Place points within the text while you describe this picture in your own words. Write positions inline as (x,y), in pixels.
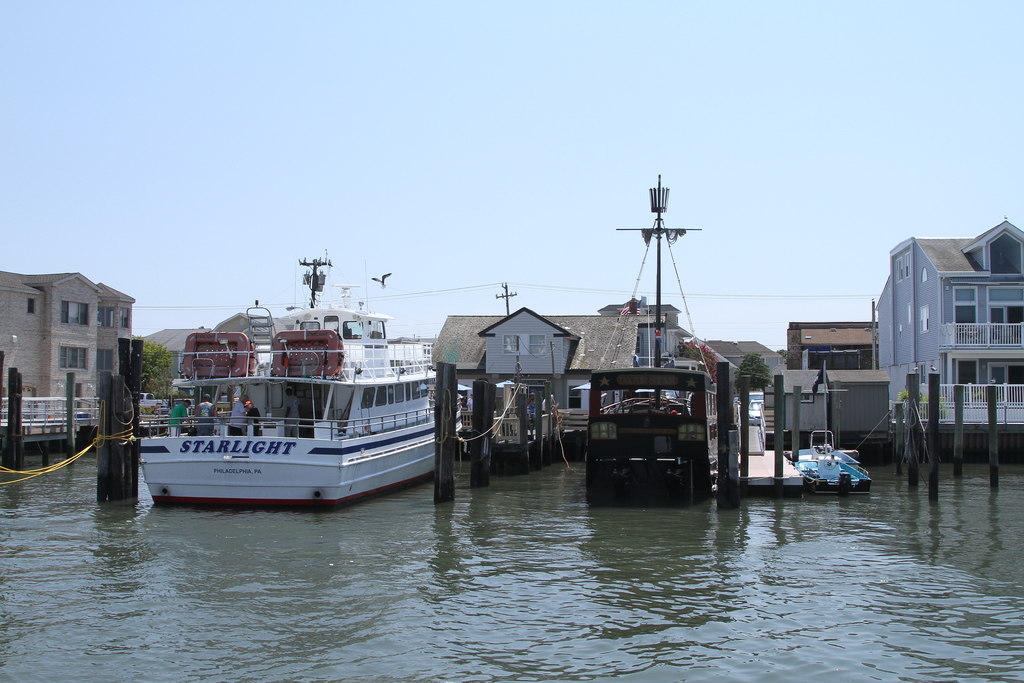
In the center of the image (569,347) there are buildings (452,361). At the bottom (493,546) there is water (439,543) and we can see a boat (224,396) on the water (335,550). In the background (414,213) there is sky (508,179).
